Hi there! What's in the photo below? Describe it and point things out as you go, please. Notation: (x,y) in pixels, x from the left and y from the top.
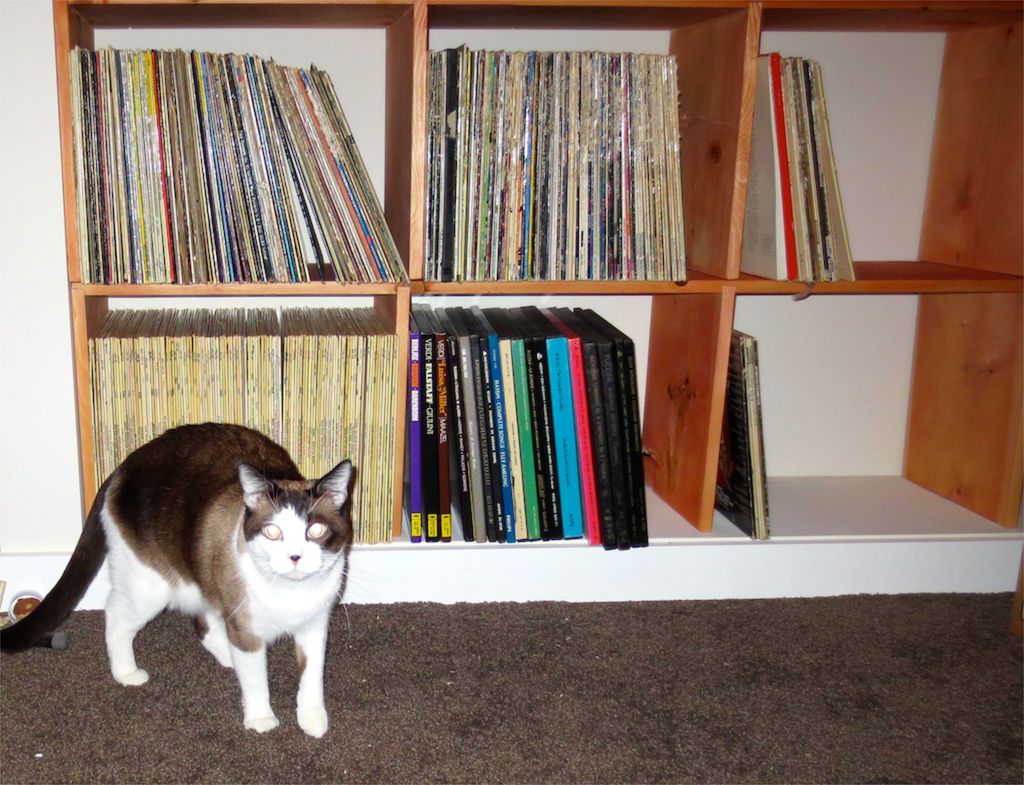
This image is taken indoors. At the bottom of the image (148,747) there is a mat (773,691) on the floor (473,670). In the background (12,258) there is a wall (67,391) and there are a few shelves (80,337) with many books (469,395). On the left side of the image (193,451) there is a cat (296,612) on the mat (832,651).
